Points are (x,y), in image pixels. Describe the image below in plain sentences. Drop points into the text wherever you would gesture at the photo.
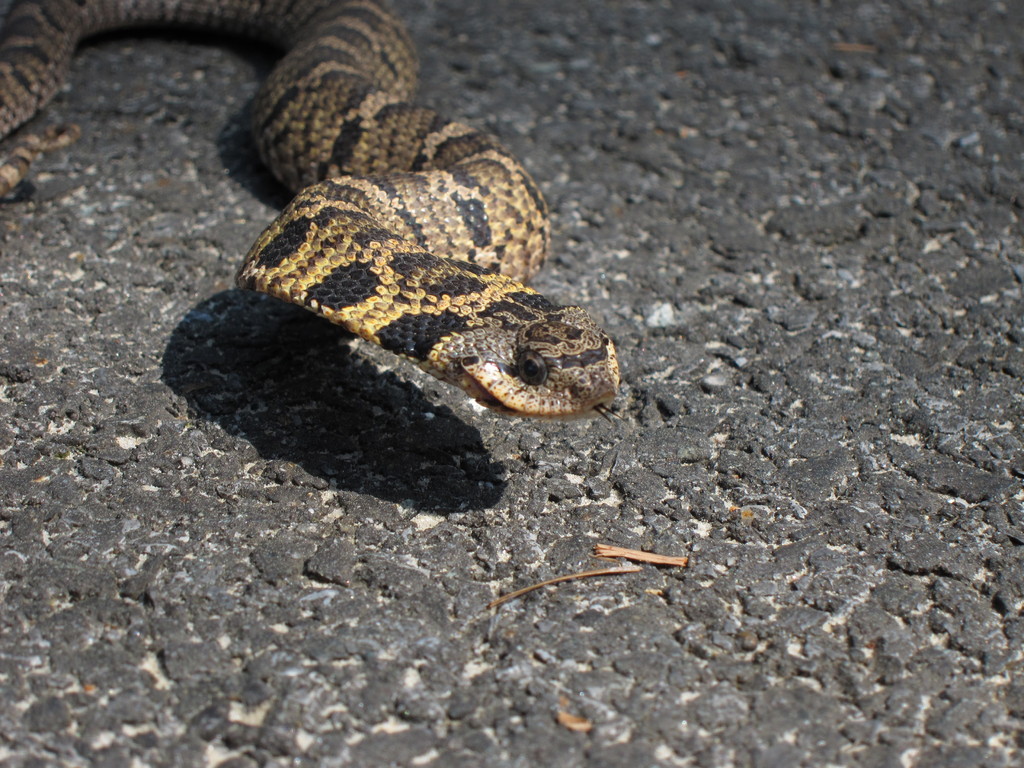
In the picture we can see a rock surface (824,640) on it, we can see a snake (492,357), which is cream in color with some black color dots (540,303) on it.
